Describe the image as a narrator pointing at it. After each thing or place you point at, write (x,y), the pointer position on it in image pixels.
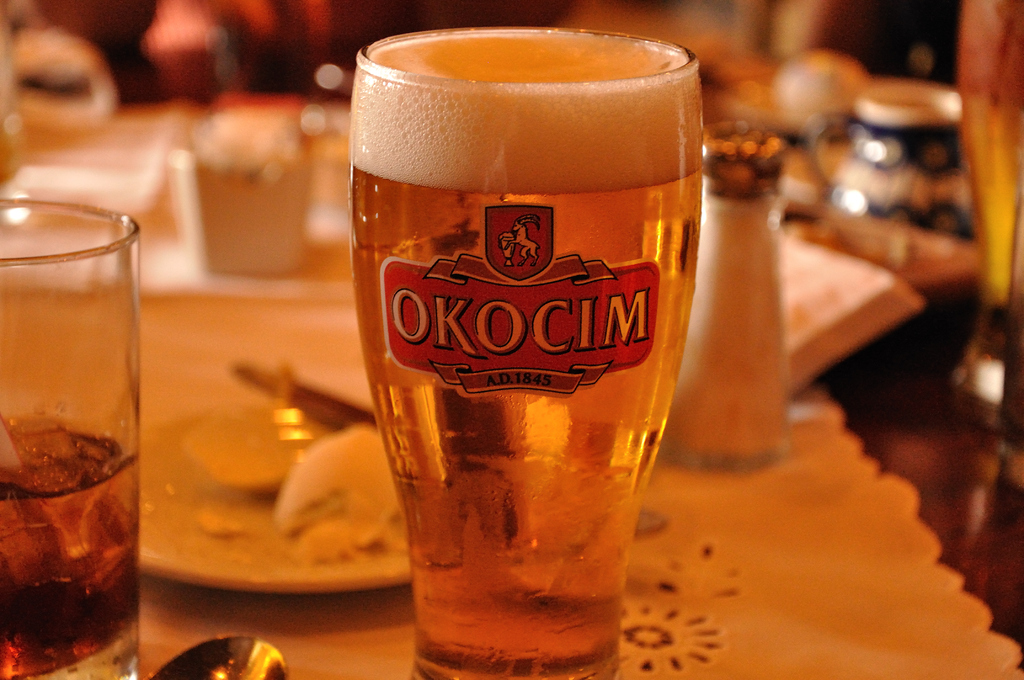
It is a beer glass (484,408), on the left side (237,427) there are food items (395,533) in a plate (267,519).
